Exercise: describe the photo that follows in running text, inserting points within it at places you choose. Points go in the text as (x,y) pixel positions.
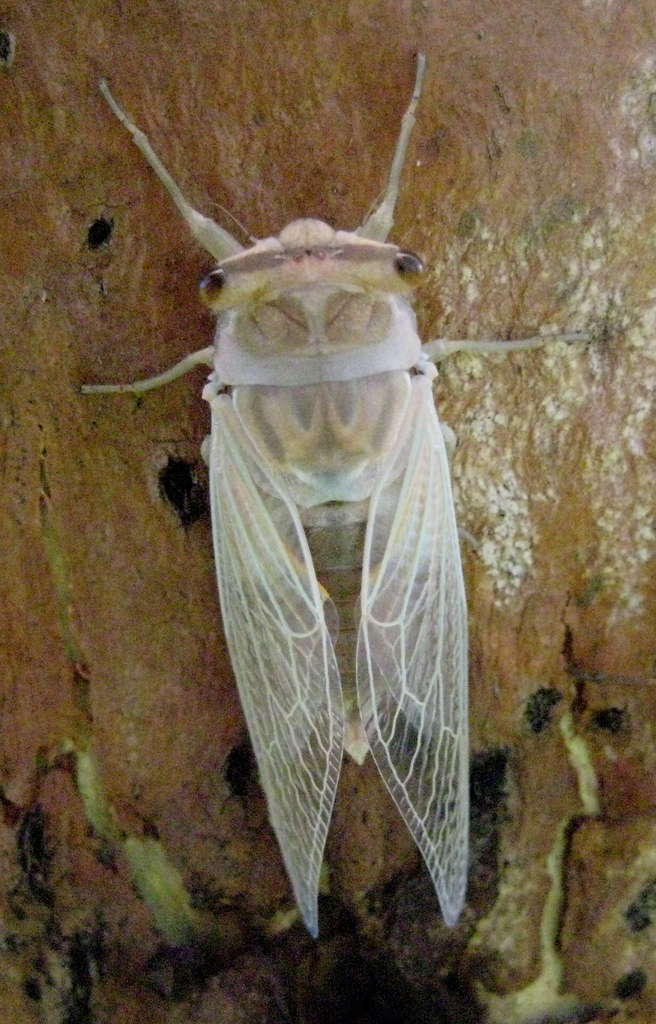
Here I can see an insect (397,501) on a wooden surface (568,369).
